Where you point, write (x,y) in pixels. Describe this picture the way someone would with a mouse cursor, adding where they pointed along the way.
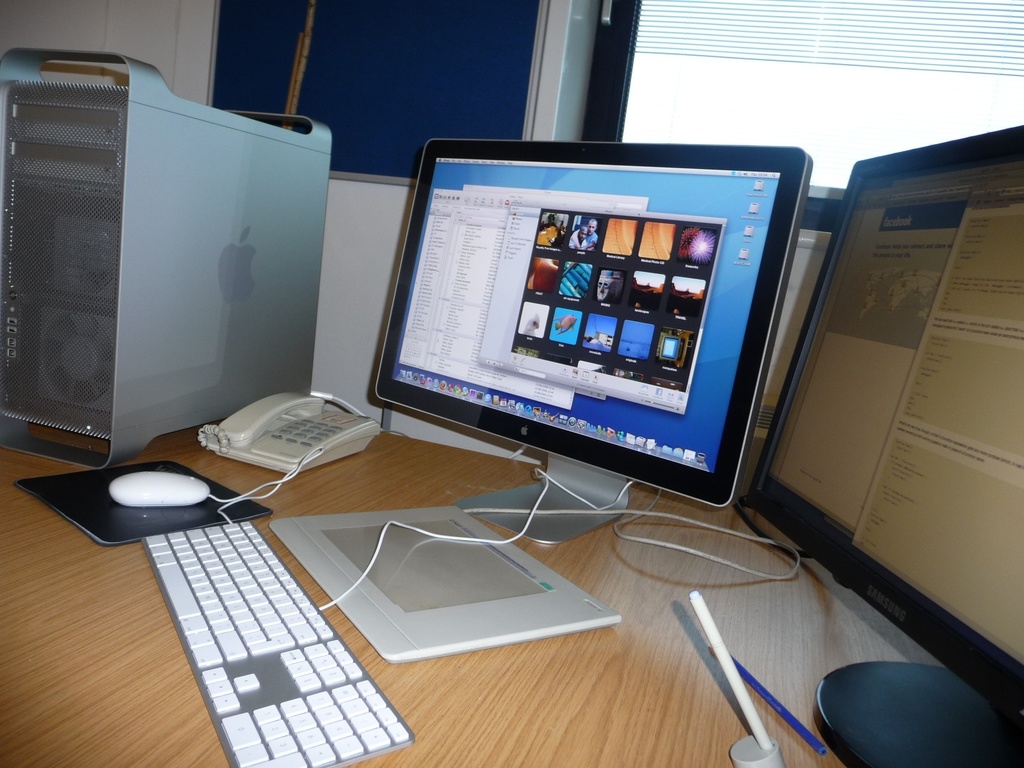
In this image we can see a monitor (596,397), keyboard (227,592), mouse (168,472), CPU (142,165) and telephone (309,446) on the table (338,467).
